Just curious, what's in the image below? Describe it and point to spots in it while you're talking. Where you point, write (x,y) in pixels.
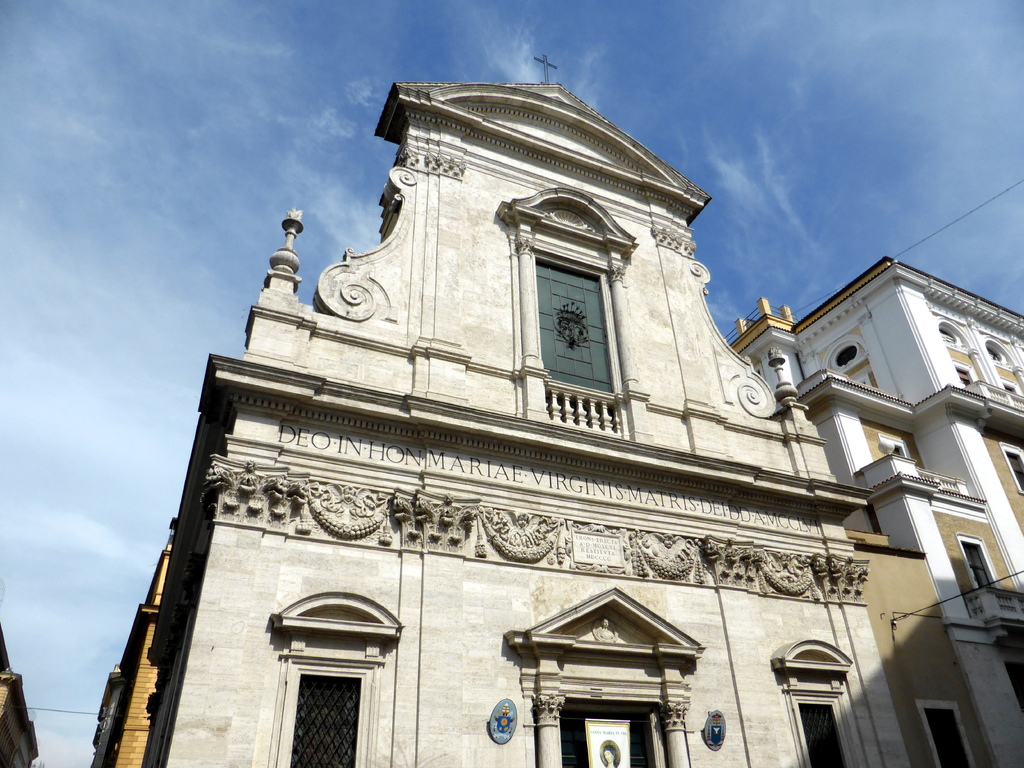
In this picture we can see buildings (369,715) with windows (813,695) and in the background (239,87) we can see the sky (380,110).
